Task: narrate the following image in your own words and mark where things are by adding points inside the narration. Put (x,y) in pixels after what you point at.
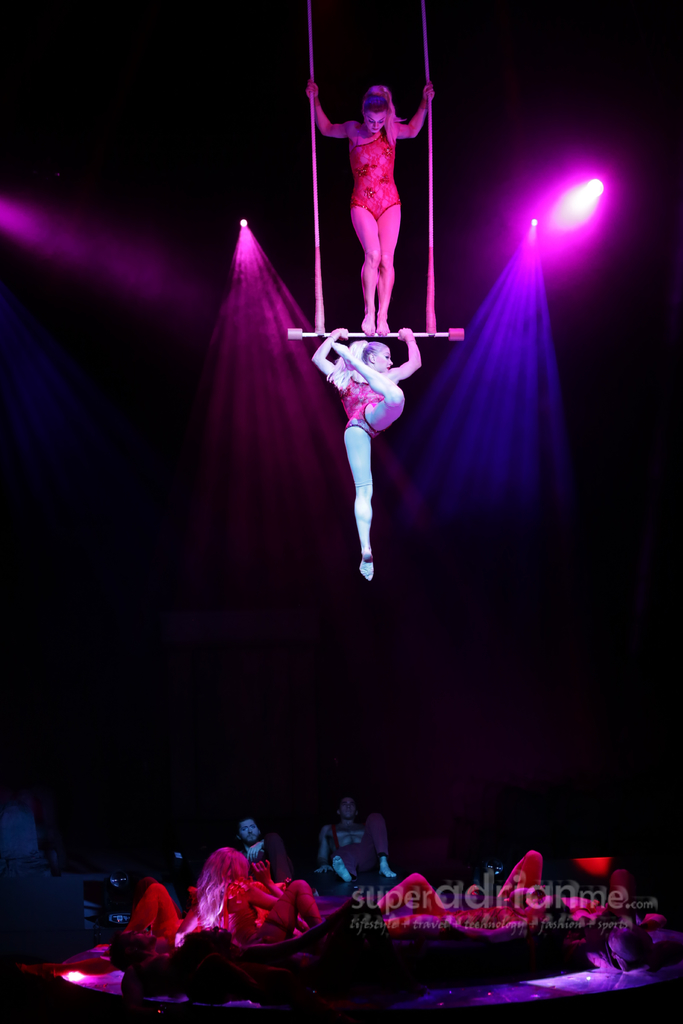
In this image, at the top (516,336) there are some lights (31,226), there is a swing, on which there is a person (391,250) standing, another person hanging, at the bottom (612,901) there are some people (102,967), text (397,901) visible.
